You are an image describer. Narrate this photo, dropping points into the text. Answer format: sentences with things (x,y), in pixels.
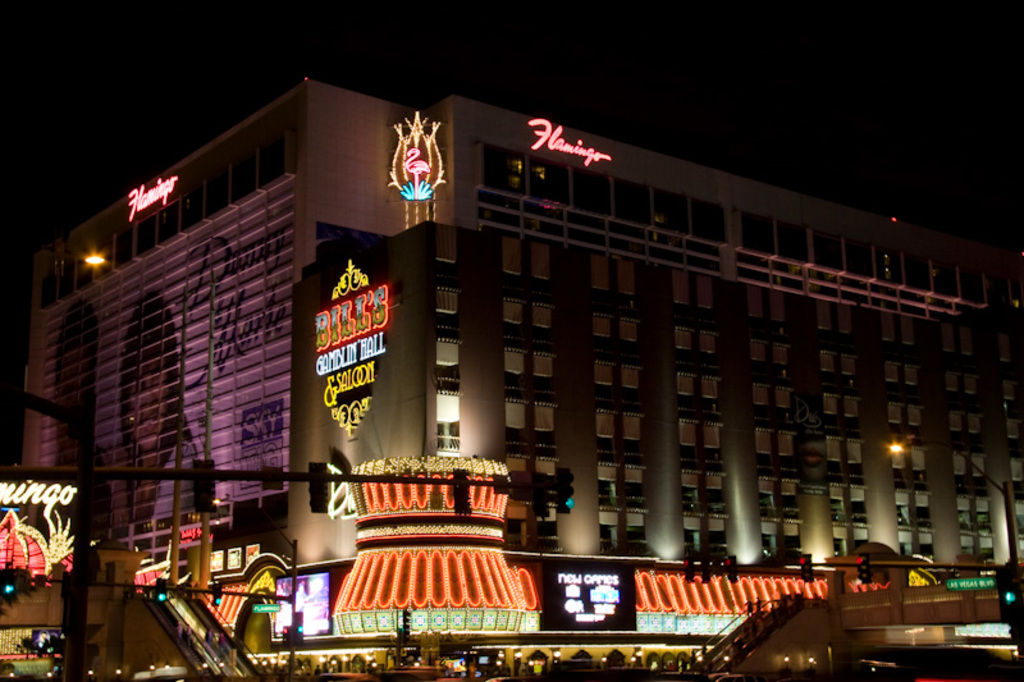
This is clicked at night time, there is building (168,370) in the back (625,313) with lights (158,187) on it, in the front (322,634) there are stores (271,656) and buildings (698,634) with colorful lights (466,579) all over it.
